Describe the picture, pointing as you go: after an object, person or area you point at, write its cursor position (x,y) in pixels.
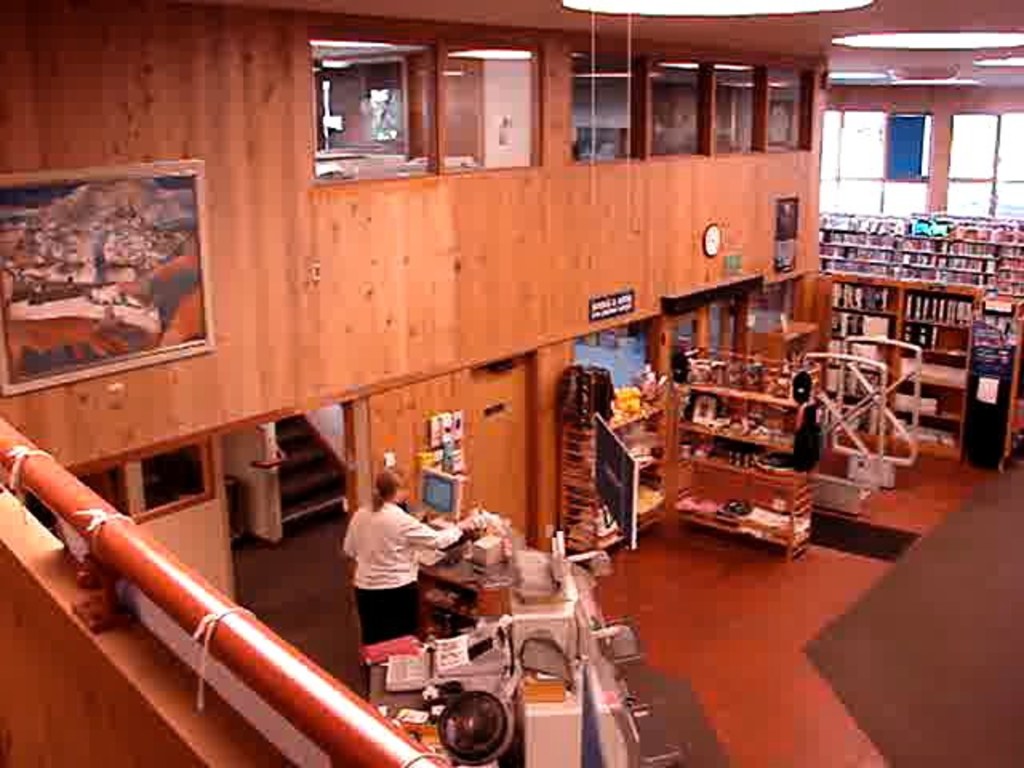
This picture is an inside view of a building (617,378). In this picture we can see racks (782,447), in racks (864,326) we can see the books (923,266) and some objects (594,400). In the background of the image (220,287) we can see a photo frame (203,298), wall (498,297), door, board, clock (703,245), windows (524,139), a person (385,575) is standing, stairs (307,453). There is a table (471,567), on the table (468,580) we can see a box (492,541), screen (447,501), books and some objects (566,666). At the bottom of the image (500,739) we can see a rod (45,474), cc camera (469,715). On the right side of the image (888,649) we can see the floor (872,628). At the top of the image (871,84) we can see the lights (868,45) and roof (784,40).
